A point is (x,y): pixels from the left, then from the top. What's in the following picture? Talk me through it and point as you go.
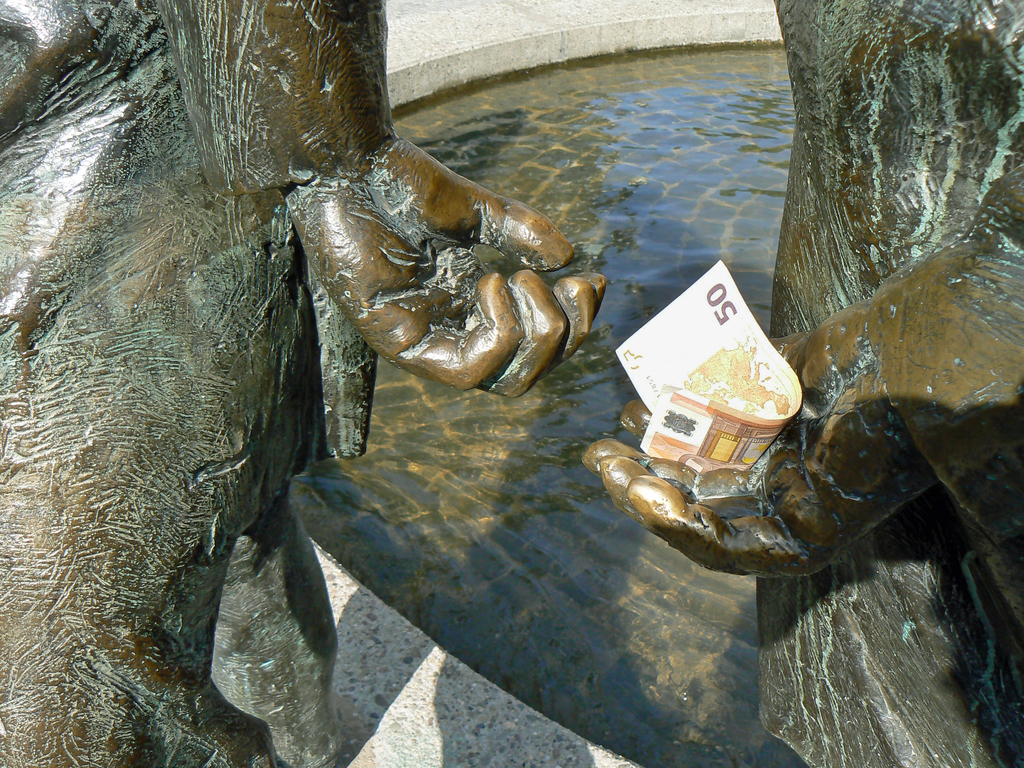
In this picture we can see concrete water tub (690,142). We can see sculptures (954,200). We can see currency note (630,338) in the hand (737,486) of a sculpture (737,486).
